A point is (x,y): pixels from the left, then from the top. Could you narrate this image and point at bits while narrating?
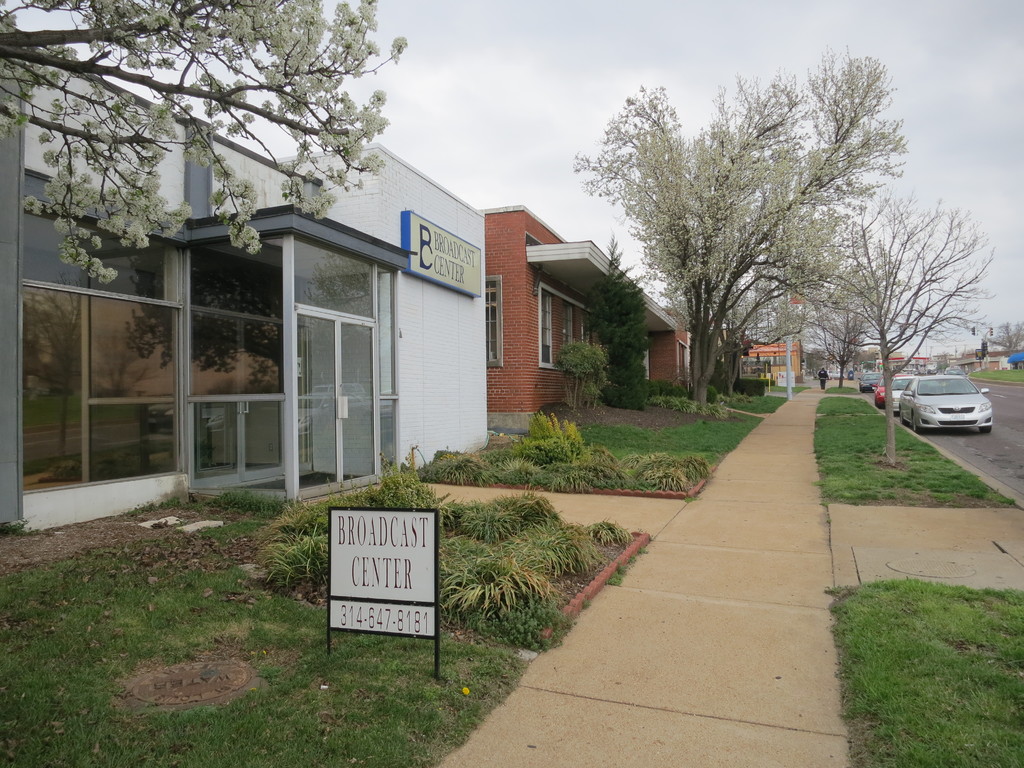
In this picture I can see few vehicles (959,403) side of the road (977,430) and one person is walking side of the road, side there are some buildings (325,341) and trees (827,320).
